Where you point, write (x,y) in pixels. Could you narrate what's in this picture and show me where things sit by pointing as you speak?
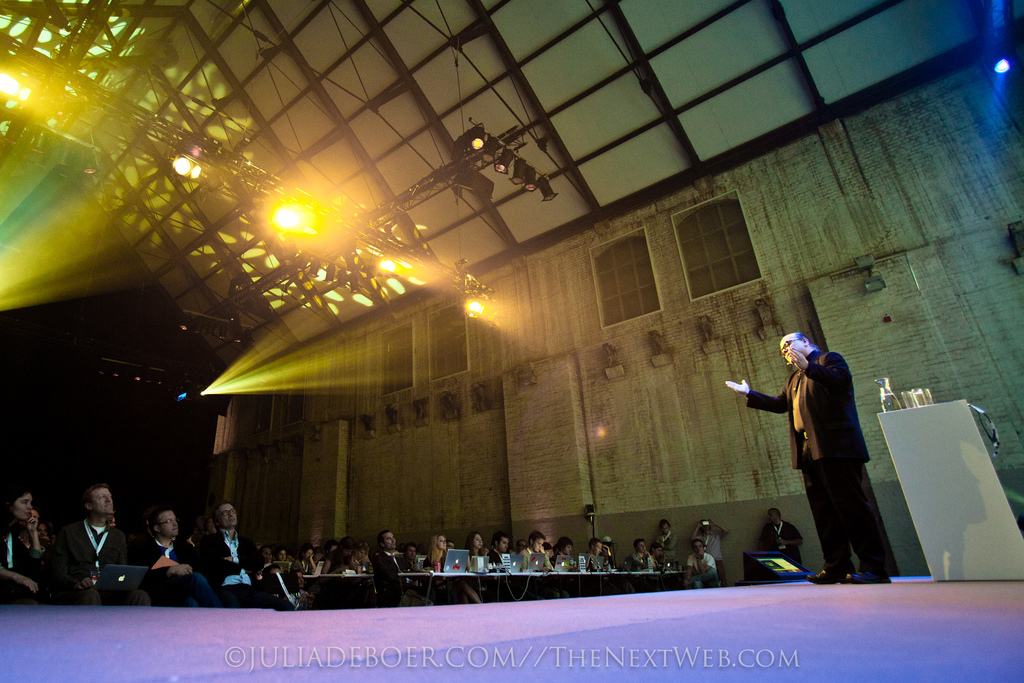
In this image there is a man (814,481) standing on the stage (969,604) and speaking in a microphone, in front of him there are so many people (701,576) sitting on chairs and operating laptops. Also there are so many lights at the roof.
